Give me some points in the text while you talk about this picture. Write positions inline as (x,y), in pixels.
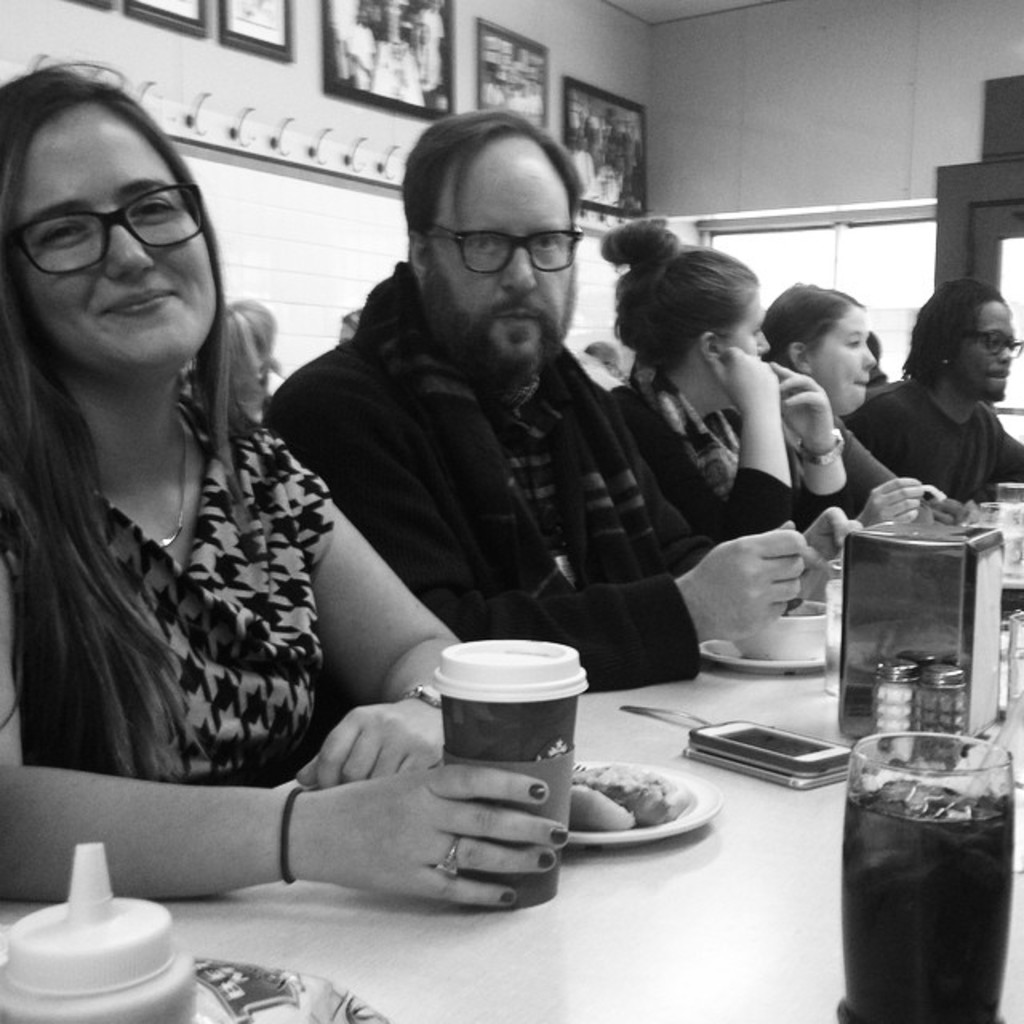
In the image we can see there are people (851,447) who are sitting on the chair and in front of them there is a table (750,871) on which there is a mobile phone (788,762), glass (928,854) and in plate (610,793) there is a food item (613,789) and at the back (402,69) there is a wall (245,53) on which photo frames (641,122) are kept.
